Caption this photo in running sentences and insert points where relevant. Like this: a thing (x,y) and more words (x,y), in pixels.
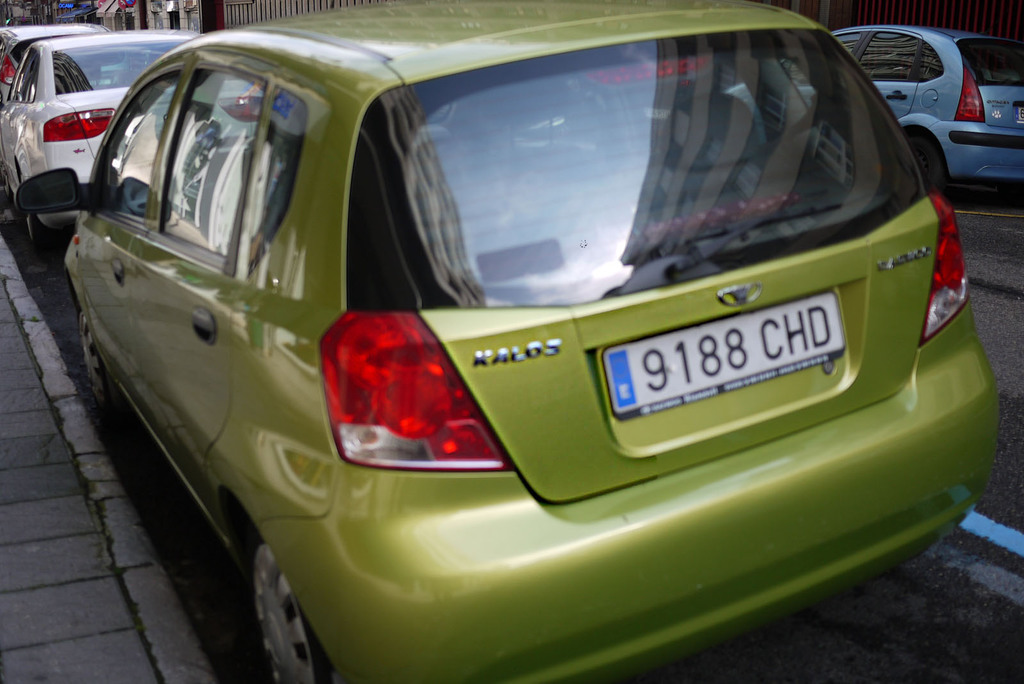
In this image, we can see vehicles (517,325) on the road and in the background (192,15), there are sheds (134,20).
